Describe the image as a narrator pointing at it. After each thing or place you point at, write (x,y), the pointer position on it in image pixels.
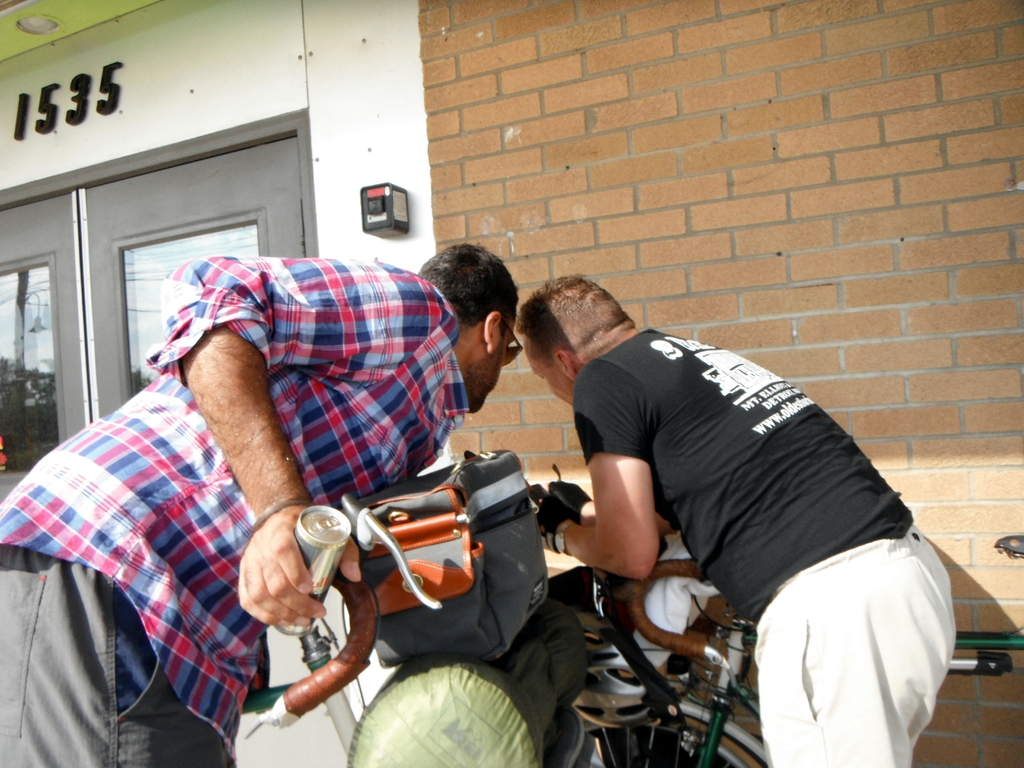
As we can see in the image there is a wall (671,213), door (132,242), bicycle (679,730) and two people (368,447) standing. The man (611,428) on the right side (864,509) is wearing black color t shirt (748,479) and the man (383,395) on the left side (164,475) is wearing red and white color shirt (355,340).
